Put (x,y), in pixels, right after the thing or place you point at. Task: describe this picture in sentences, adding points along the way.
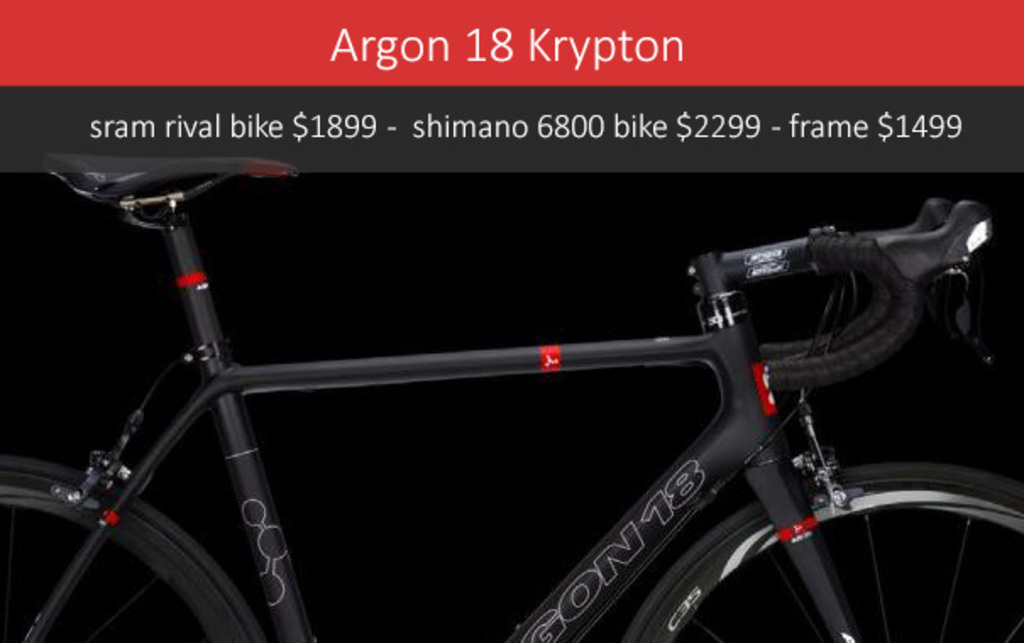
In this image we can see bicycle (399,372). At the top of the image (587,127) there is text (429,128).
